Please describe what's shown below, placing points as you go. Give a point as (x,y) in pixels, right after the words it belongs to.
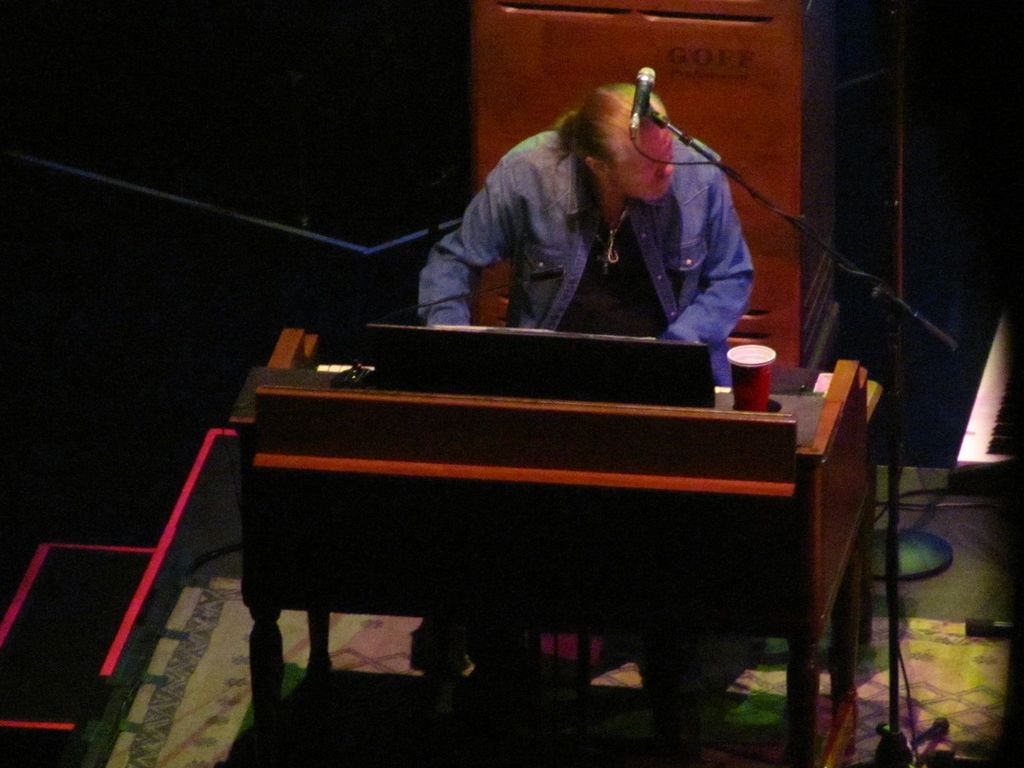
This picture is clicked inside a room (2,286). Here, we see a man (614,262) wearing blue jacket (676,229) is playing piano (372,365). On the table (800,391), we can see a glass (752,359) and beside him, we see microphone (638,111). Behind him, we see podium (579,70).
